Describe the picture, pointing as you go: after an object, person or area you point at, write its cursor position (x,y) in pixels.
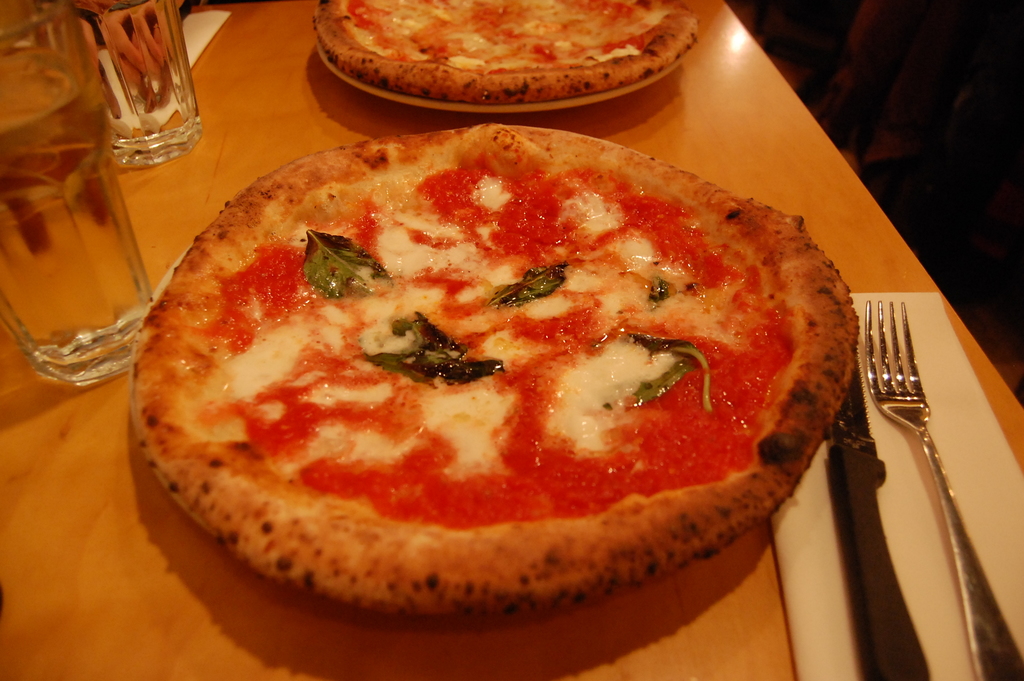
In this picture we can see a table (744,122), there are two plates (501,79), tissue papers (910,435), a knife (883,560), a fork (951,532) and two glasses (75,148) present on this table (125,169), we can see pizzas (474,215) in these plates (499,106).
